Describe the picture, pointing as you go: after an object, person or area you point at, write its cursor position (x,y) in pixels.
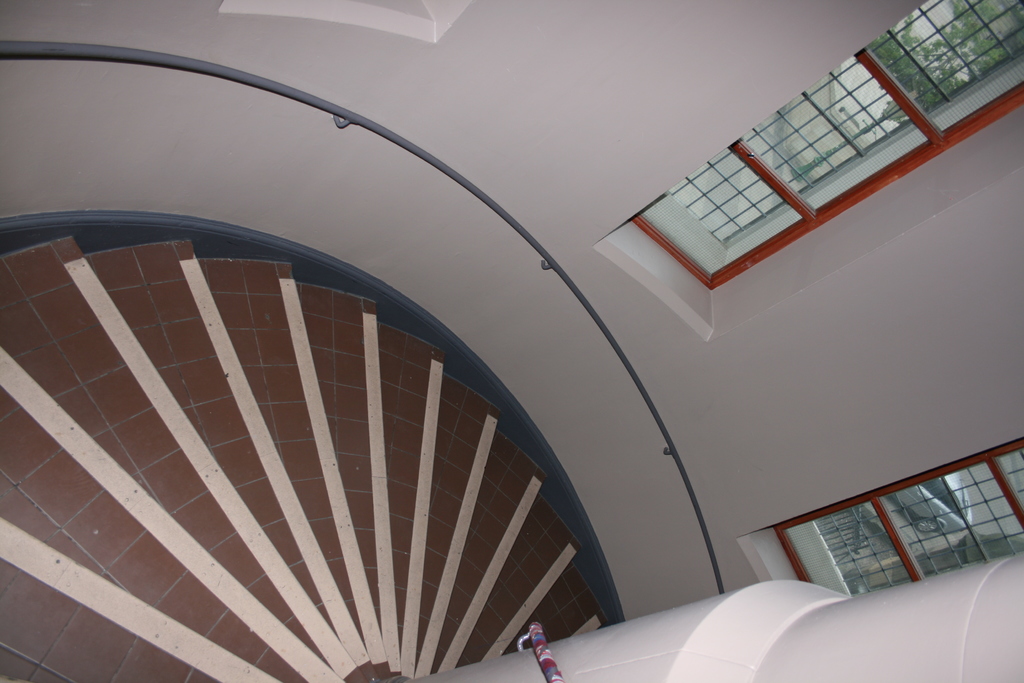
In this image we can see an inside view of a building (423,207). To the left side (37,533), we can see a staircase (263,373), metal rod (539,245). To the right side (819,133), two windows (992,516). In the background (935,524), we can see a car (931,505) parked on the road (976,472) and a tree (913,66).
